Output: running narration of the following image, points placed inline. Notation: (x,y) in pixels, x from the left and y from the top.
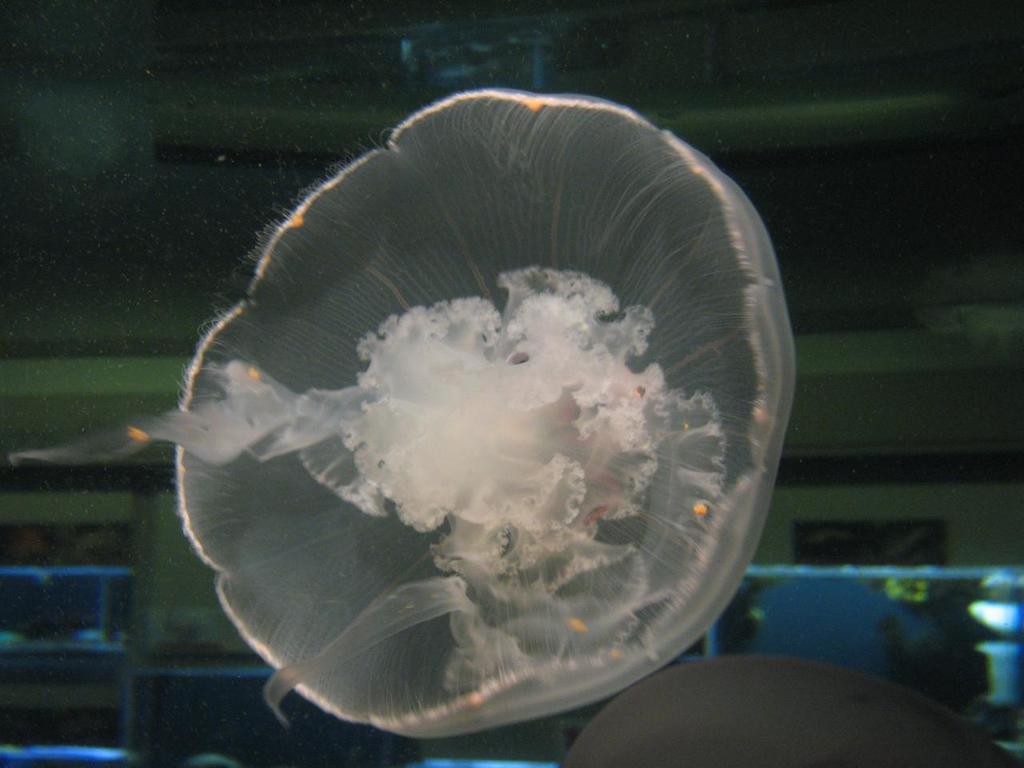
In this image in the foreground (403,464) there is a jellyfish (534,442), and in the background (831,466) there is wall (948,492) and some objects (985,567).
